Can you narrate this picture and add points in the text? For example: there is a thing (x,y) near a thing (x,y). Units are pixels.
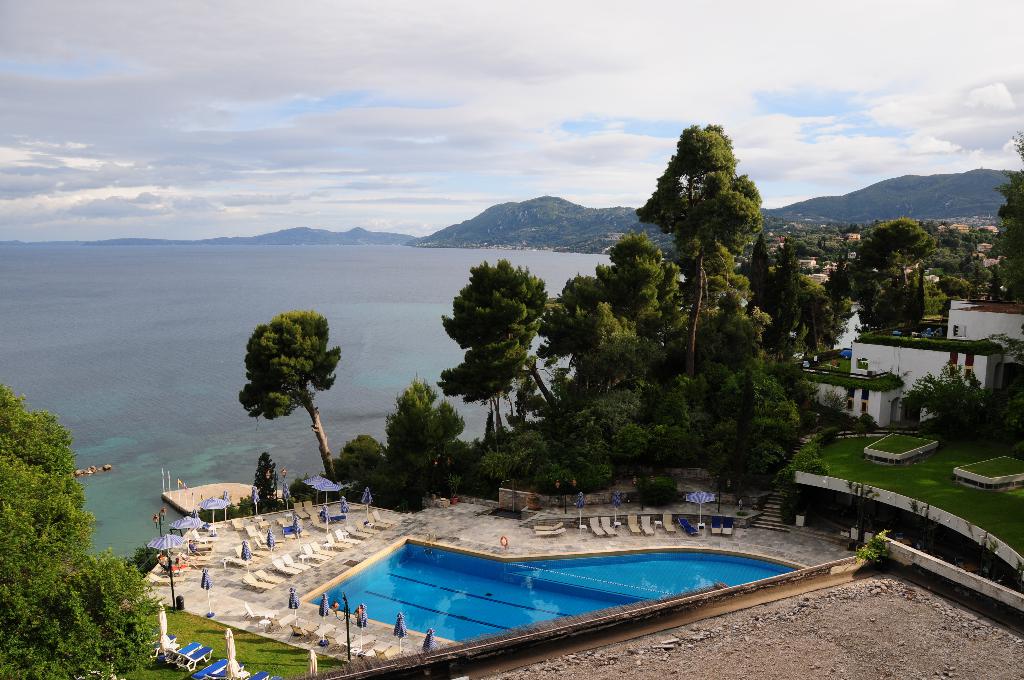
This looks like a swimming pool (494,591) with the water (469,605). These are the pool lounge chairs (309,551) and the patio umbrellas (268,535). I can see the trees (61,522) with branches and leaves (47,610). I think this is the sea (246,286) with the water (139,315) flowing. These are the mountains (919,175). These look like rooms (912,364) with windows (969,362). I can see the stairs (776,498). This is the grass (924,484).
